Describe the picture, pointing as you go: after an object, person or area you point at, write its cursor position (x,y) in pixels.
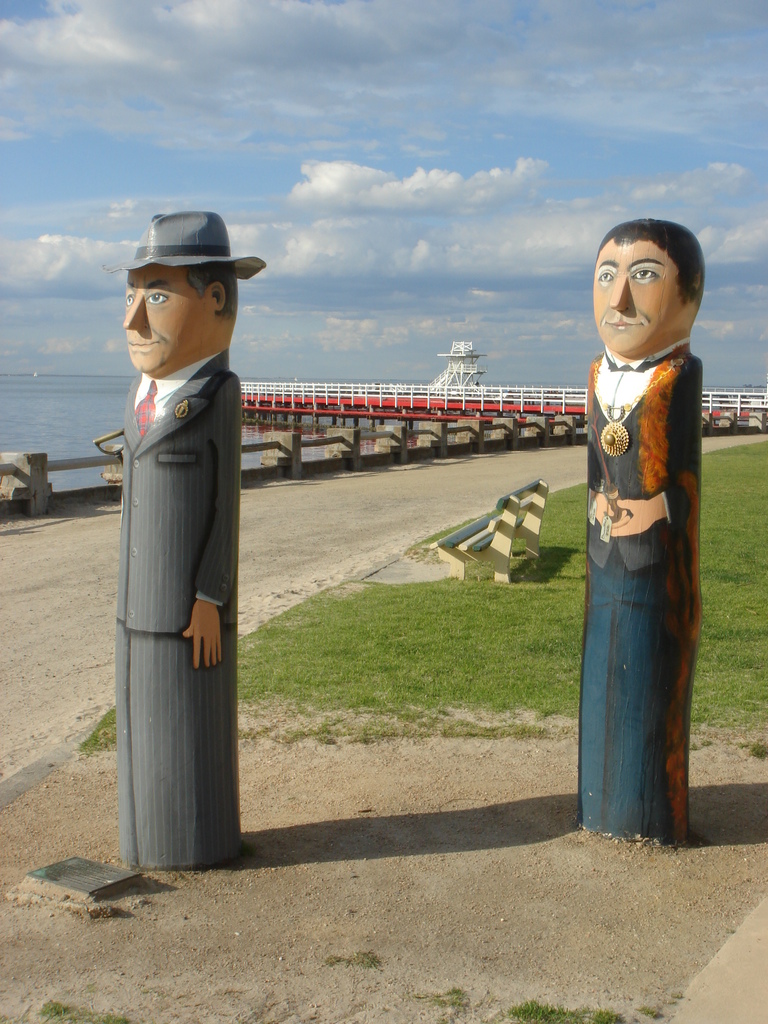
In this image we can see statues (184,461) on the ground (515,699), a bench (442,543), railing (2,493), bridge (277,389), water (78,426) and the sky (170,157) with clouds (387,228) in the background (441,158).
